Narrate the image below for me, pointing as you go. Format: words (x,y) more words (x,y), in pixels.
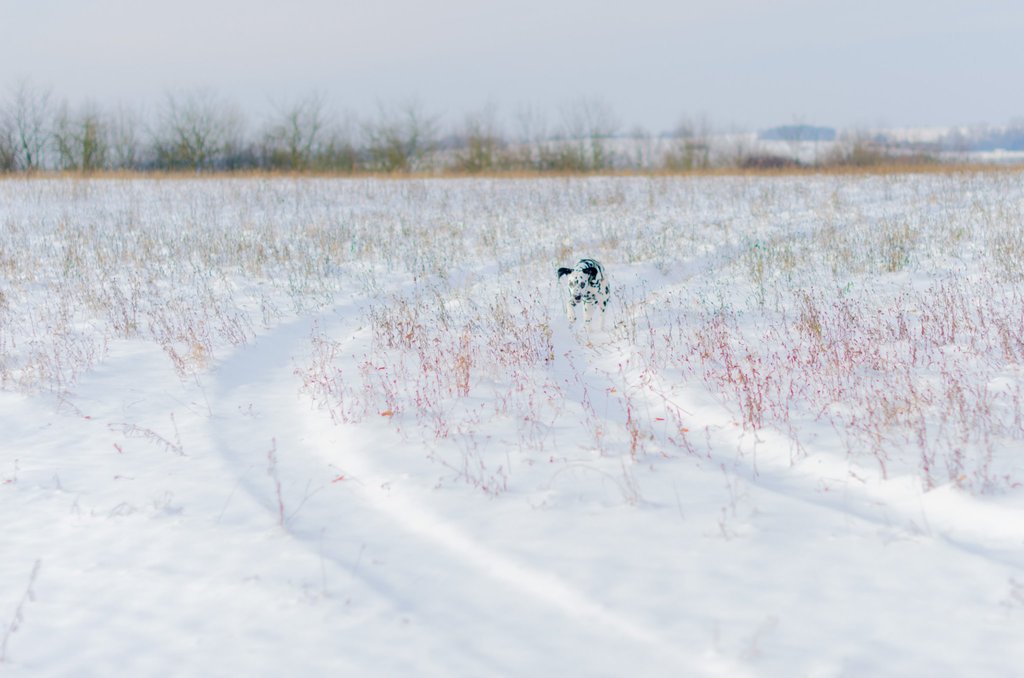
In this image there is the sky (447,47) towards the top of the image (807,39), there are trees (75,123) towards the left of the image (196,148), there is ice (353,583) towards the bottom of the image (575,561), there are plants (443,332), there is an animal (577,292).
